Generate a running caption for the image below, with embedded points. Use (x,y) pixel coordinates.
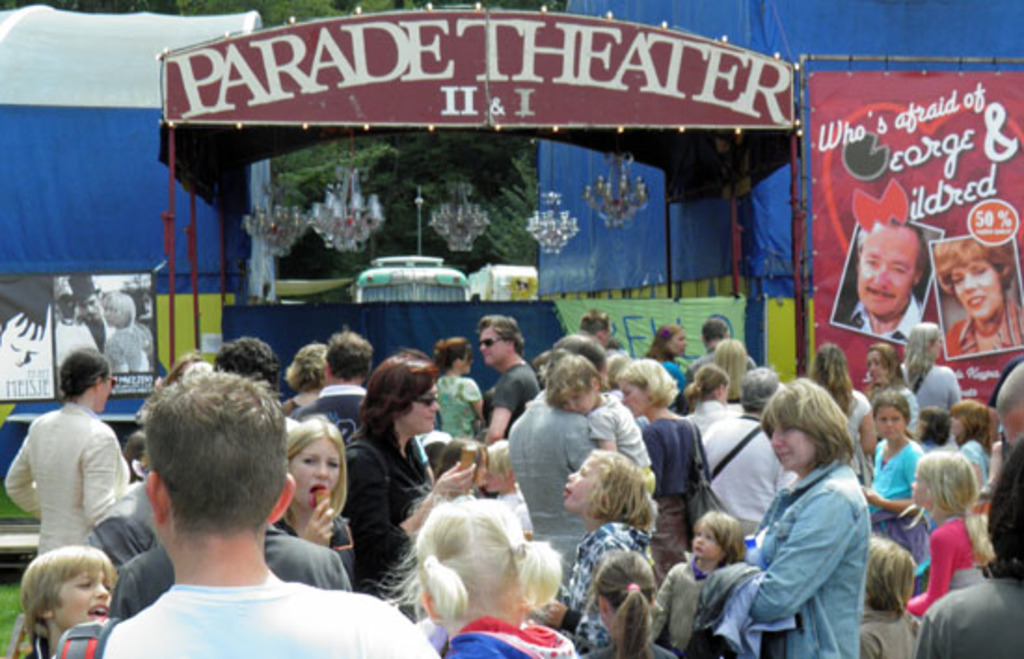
In this image I can see number of people (519,332) are standing in the front (559,400). On the both side of this image I can see few boards (1019,259) and on it I can see something is written. In the centre (666,245) I can see a shed (455,11) and on the top of it I can see something is written. In the background (498,158) I can see number of lights (433,218), few trees (311,186), few blue colour things (569,207) and few other things (497,290).
